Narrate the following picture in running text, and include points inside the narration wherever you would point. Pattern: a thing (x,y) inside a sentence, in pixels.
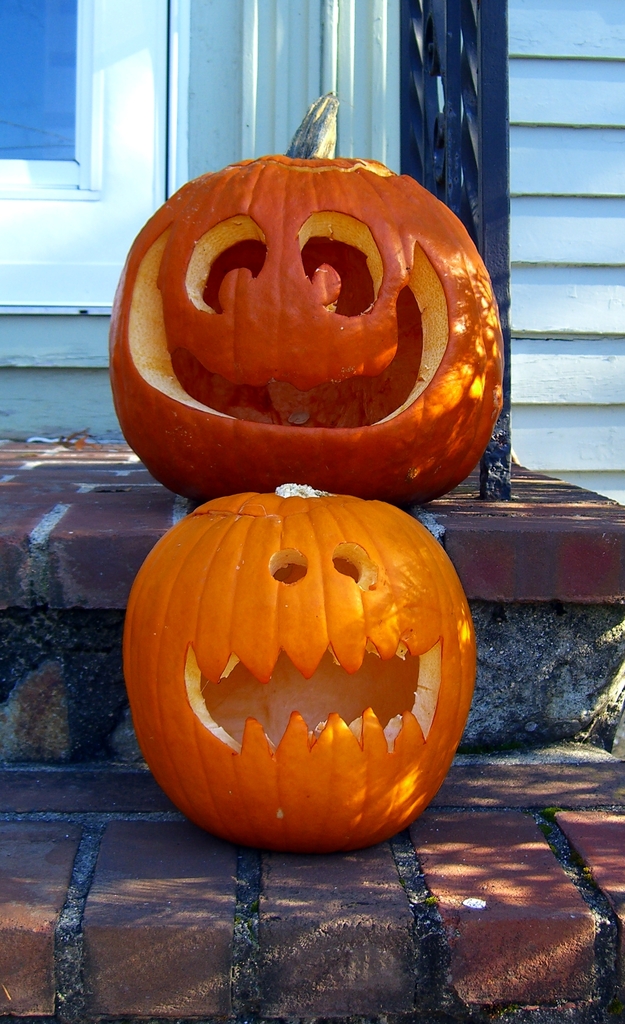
In this image, we can see pumpkins (282,510) on the steps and in the background (110,112), there is a window (90,93) and a wall (536,87) and a grill (457,131).
